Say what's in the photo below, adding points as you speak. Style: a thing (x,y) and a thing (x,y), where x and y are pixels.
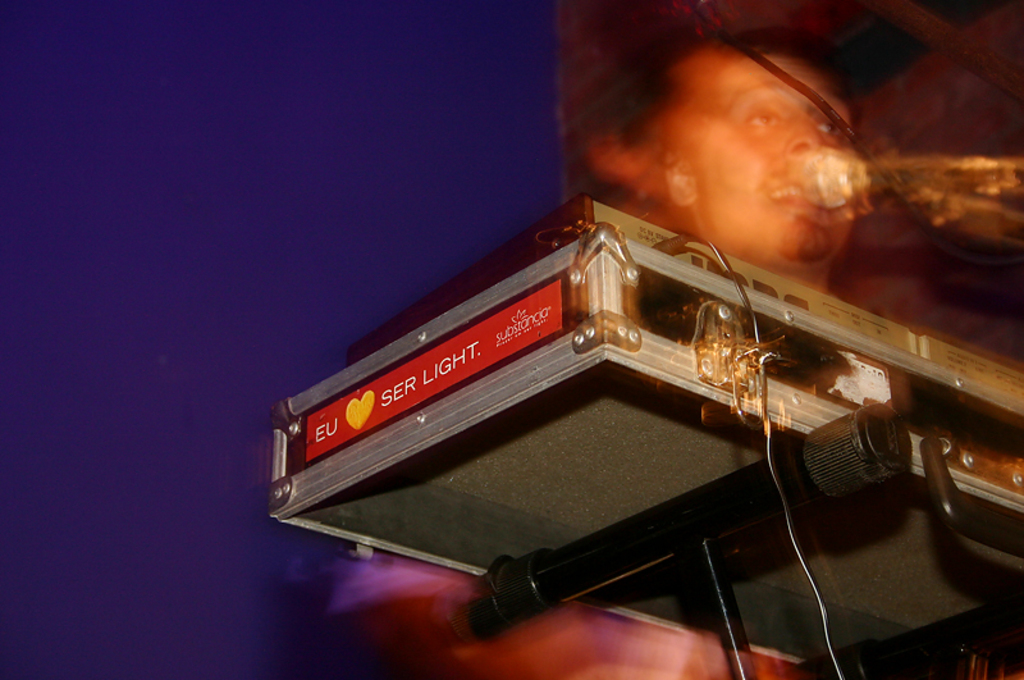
In this picture we can see a device (576,360), cable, mic (832,164), person (726,216) and some objects (536,576) and in the background (324,347) we can see violet color.
